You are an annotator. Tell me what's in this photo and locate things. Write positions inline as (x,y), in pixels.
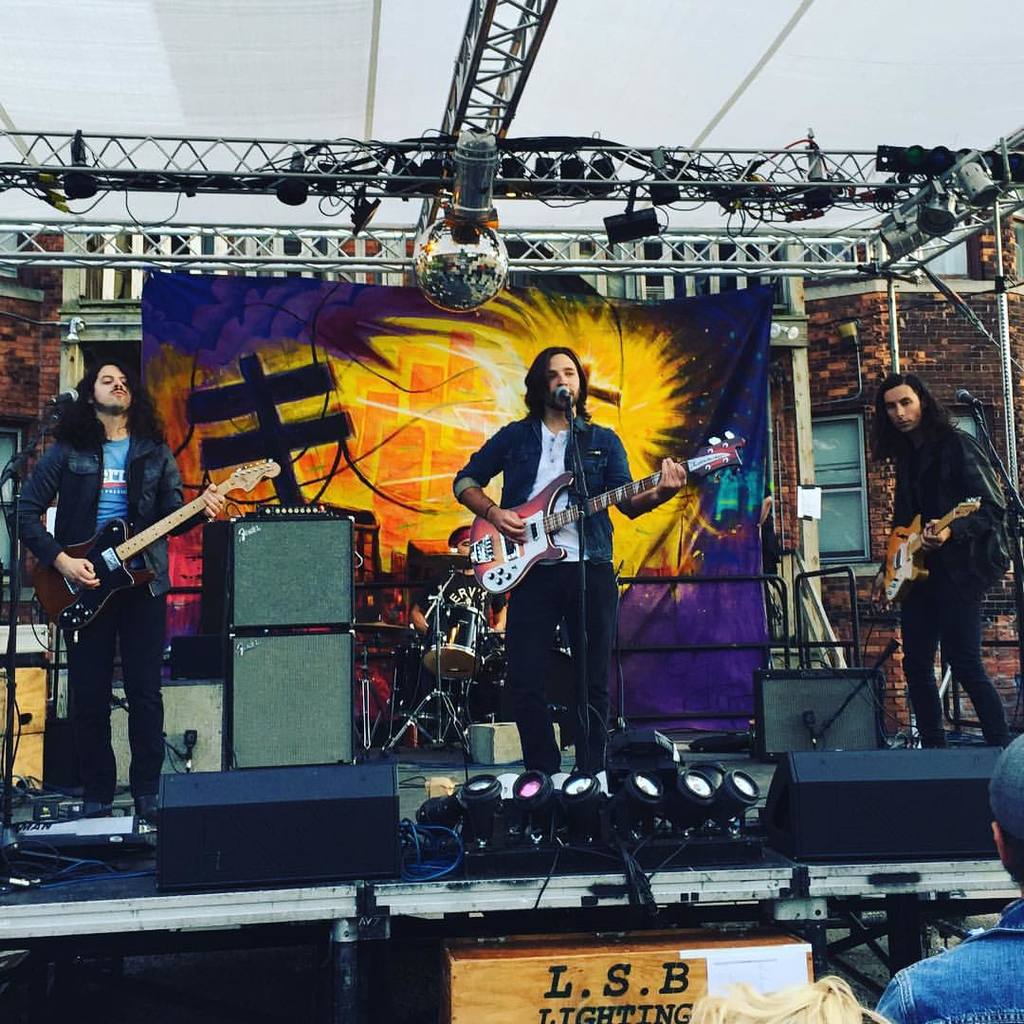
In this image i can see three persons (159,497) standing and holding guitar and playing the person (598,444) in the middle (586,452) is singing in front the microphone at the background (612,345) i can see a board (606,353) and a light (637,229).
